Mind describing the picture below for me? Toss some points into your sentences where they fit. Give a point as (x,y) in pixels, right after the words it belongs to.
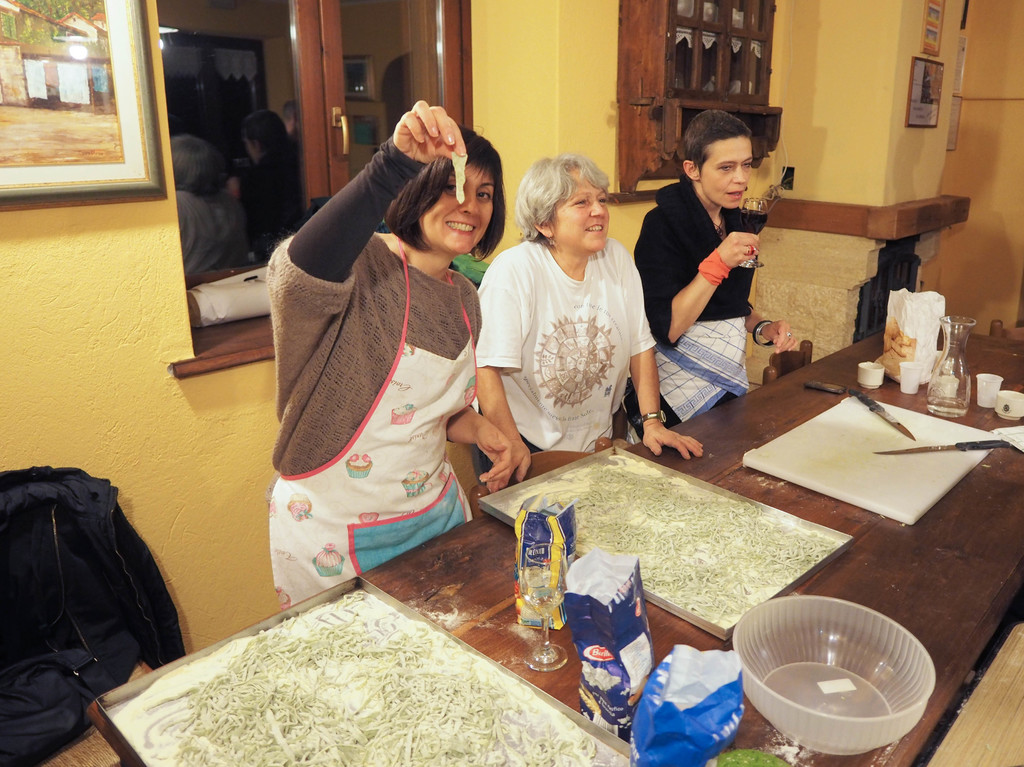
There are 3 people (574,403) standing at the table (649,603). On the table (575,676) there is a glass jar (945,377), cups (913,371), food items (699,545) and a big plate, knives (981,444), chopping pad (887,490) and a bowl (830,683). In the background (508,106) there is a wall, frame (125,190), window (305,107) and posters (920,83) on the wall (918,196).
